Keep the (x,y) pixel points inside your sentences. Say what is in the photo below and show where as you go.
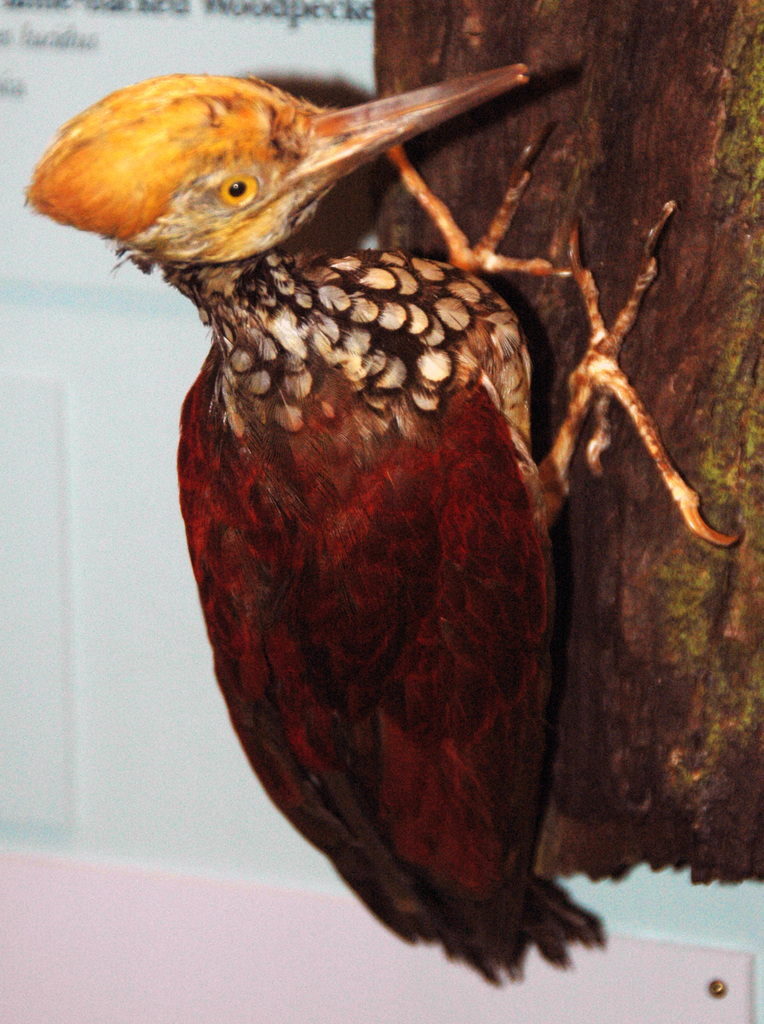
In this image in the foreground (410,477) there is one bird (419,513) and on the right side (567,375) there is a branch (529,215), in the background (98,599) there is a wall (216,862).
